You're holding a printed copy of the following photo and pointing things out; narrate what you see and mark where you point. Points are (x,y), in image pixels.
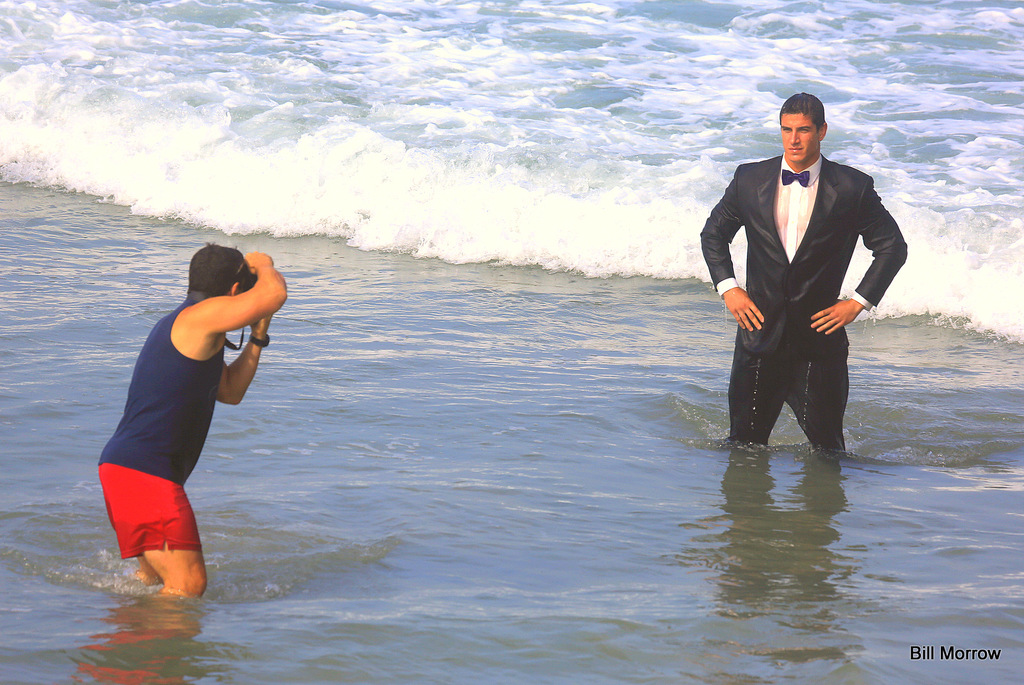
In this image there is a person (163,375) standing in the water (285,354) is clicking the picture of another person (800,279) in front of him in the water (464,262), behind them there are waves (690,135).
